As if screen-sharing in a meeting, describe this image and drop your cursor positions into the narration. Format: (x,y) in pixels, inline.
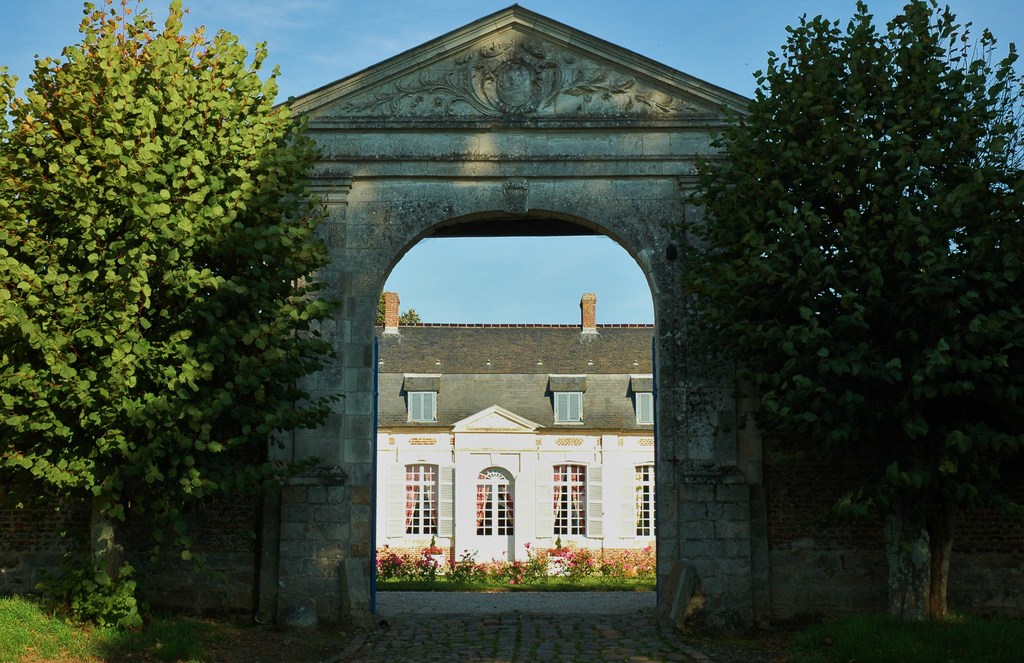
In the image we can see there is an arch (648,200) and on both the sides there are trees (244,456). Behind there is a building (565,474).
